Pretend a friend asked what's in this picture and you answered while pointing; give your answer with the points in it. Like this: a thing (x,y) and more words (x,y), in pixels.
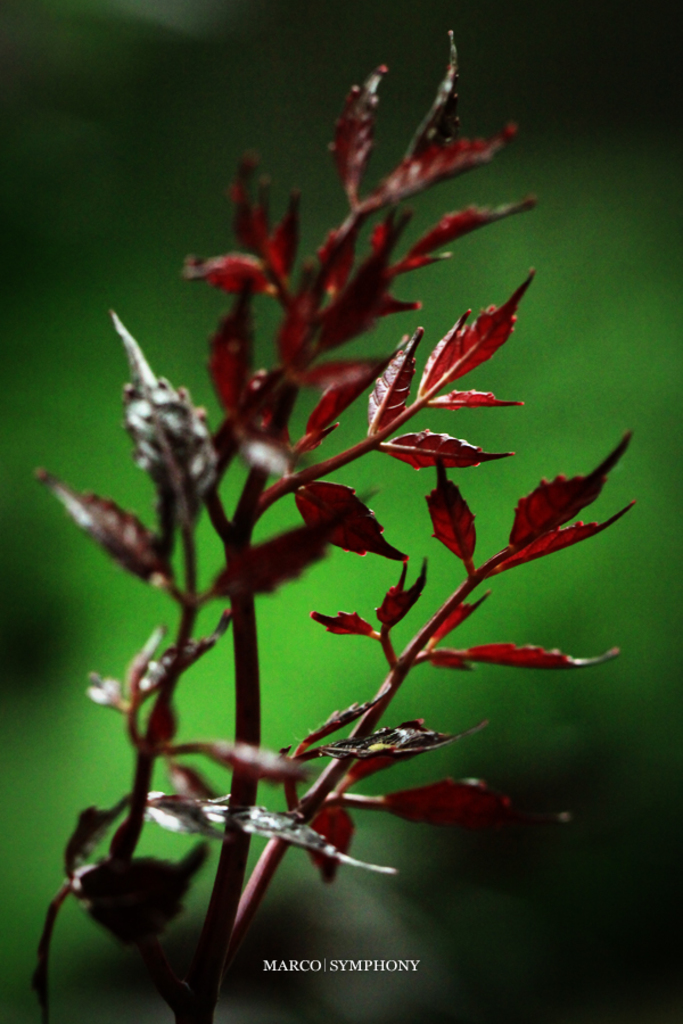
In the center of the image (230,366), there is a plant (230,366).
